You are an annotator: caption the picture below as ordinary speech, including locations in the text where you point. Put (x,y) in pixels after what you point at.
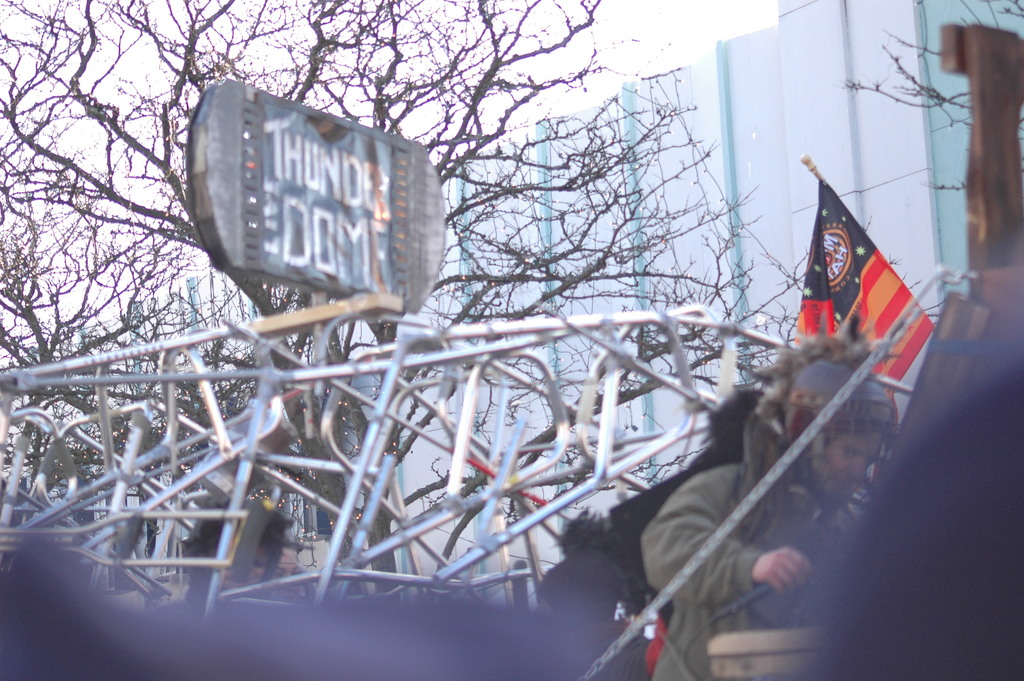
In this image I can see in the middle (634,316) there is a stainless frame (466,408). On the right side (718,554) there is a person (785,551), this person (757,556) wear a coat (755,519). There is the flag (848,272), at the back side (725,114) there are trees (470,138) and there is a building (676,142).
